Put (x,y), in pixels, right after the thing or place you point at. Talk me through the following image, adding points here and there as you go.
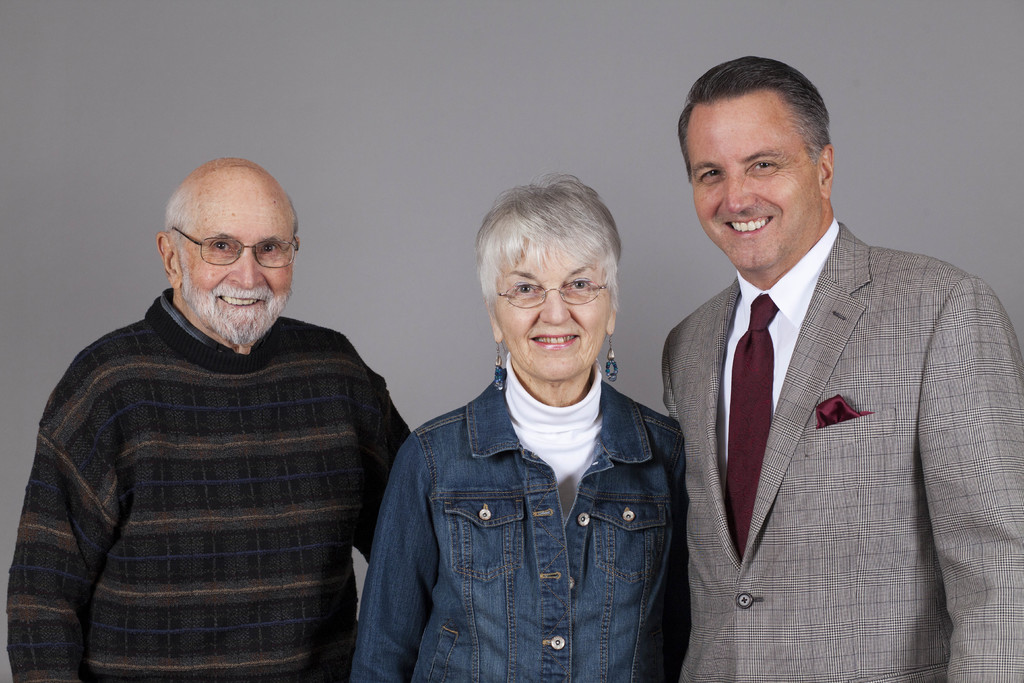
In the middle (585,257) a woman (619,584) is standing, she wore a jeans shirt (608,561), smiling. In the right side (861,656) a man (842,492) is also standing, he wore a coat (878,364), tie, shirt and in the left side (339,401) an old man (248,348) is there. He wore a black color sweater (208,429) and spectacles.
